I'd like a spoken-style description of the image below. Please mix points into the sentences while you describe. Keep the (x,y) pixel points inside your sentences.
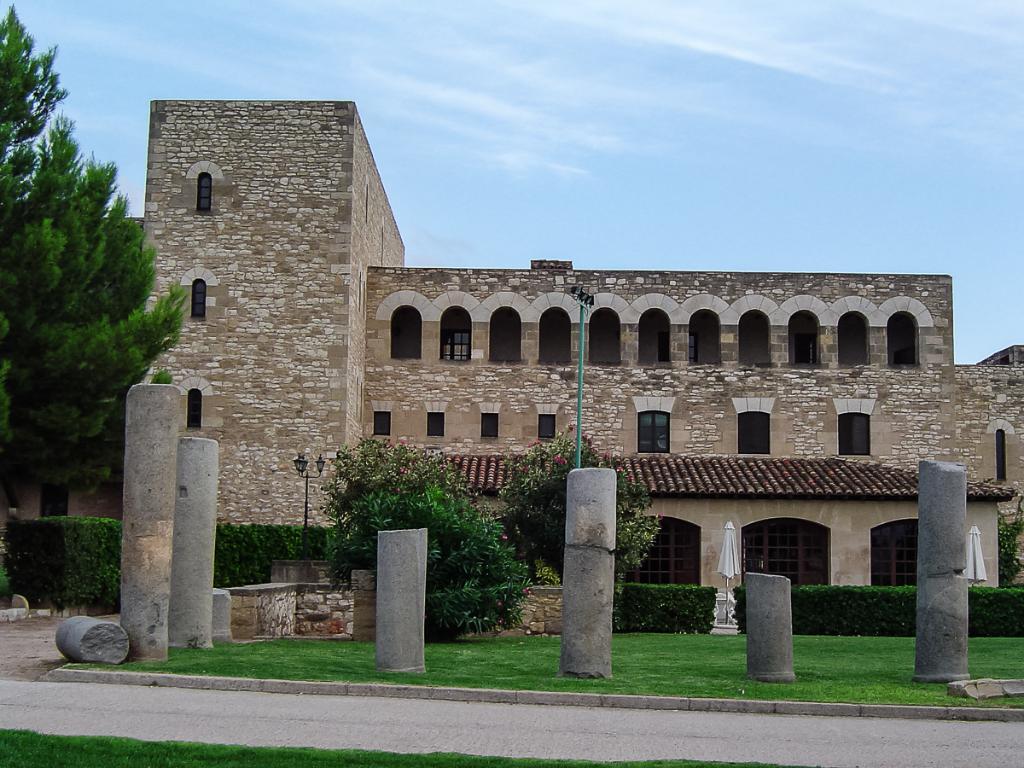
In this image I can see a building (679,344), windows (652,421), light-poles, trees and pillars (150,536). The sky (523,228) is in blue and white color.
